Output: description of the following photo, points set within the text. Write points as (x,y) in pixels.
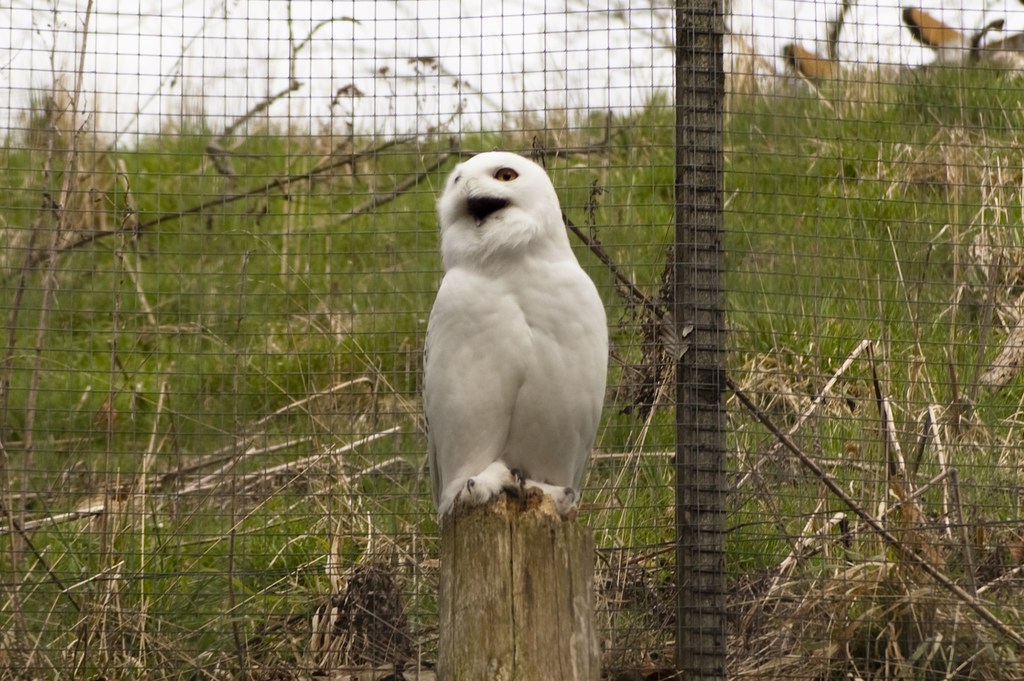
In this picture there is a bird (578,467) on wooden object (504,525) and we can see mesh (921,143), through mesh (679,77) we can see grass (664,221), stems (230,153) and sky (444,63).
